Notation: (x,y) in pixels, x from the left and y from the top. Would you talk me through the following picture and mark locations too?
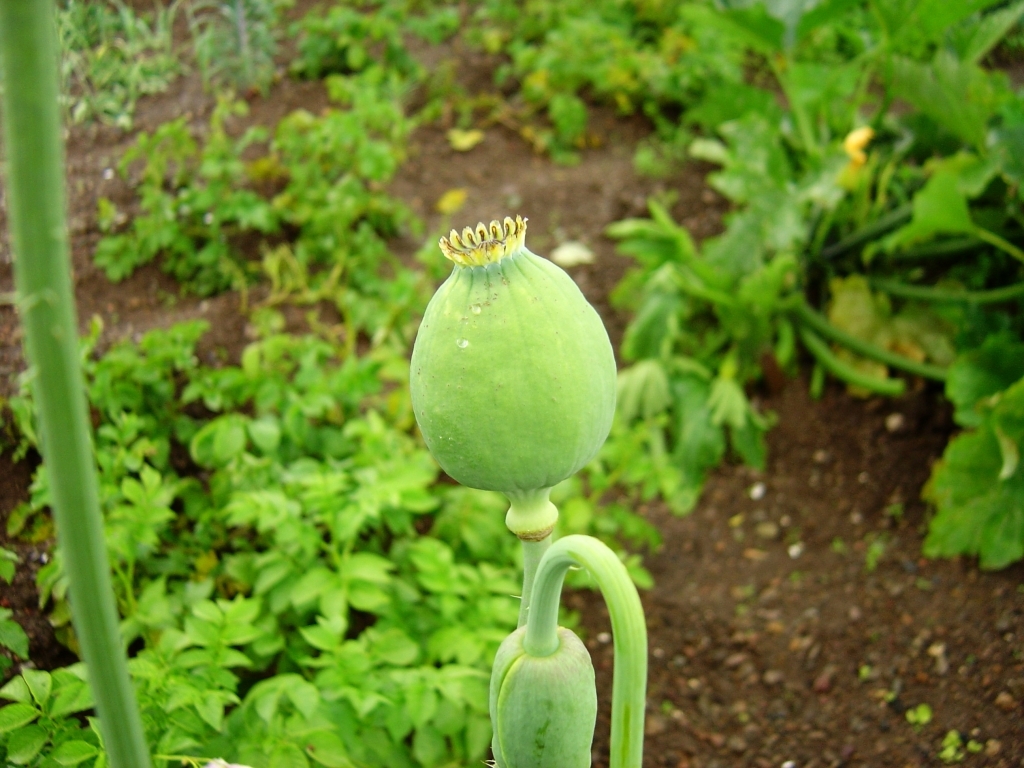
In the center of the image (535,489) we can see one plant (484,419). On the plant (579,379), we can see one fruit type object (583,421), which is in green color. On the left side of the image (95,536), we can see one green stick (91,540). In the background (292,151) we can see plants (679,82) and a few other objects (769,647).
